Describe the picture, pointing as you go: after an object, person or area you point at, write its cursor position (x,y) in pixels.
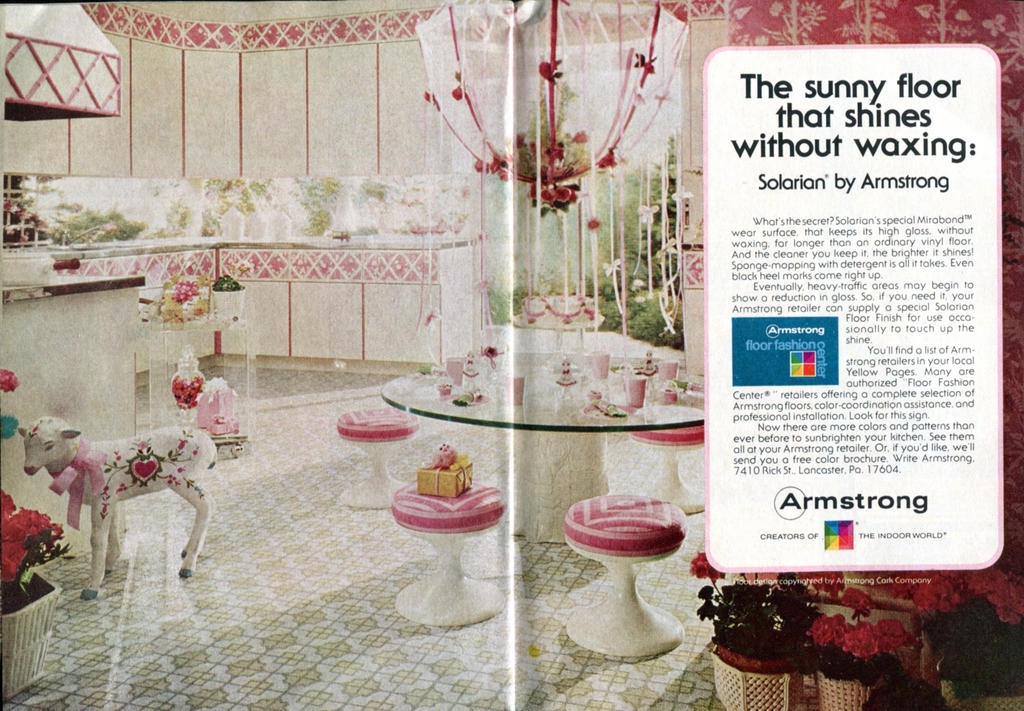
In the picture I can see a poster (507,610). On the right side of the image (735,360) I can see some text (793,422). Here I can see flower pots (847,683), stools (442,508), table (465,419) on which we can see some objects (617,416) are placed, I can see lamb toy (126,496), flowers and the white and pink color wall (136,261) in the background (355,270).
